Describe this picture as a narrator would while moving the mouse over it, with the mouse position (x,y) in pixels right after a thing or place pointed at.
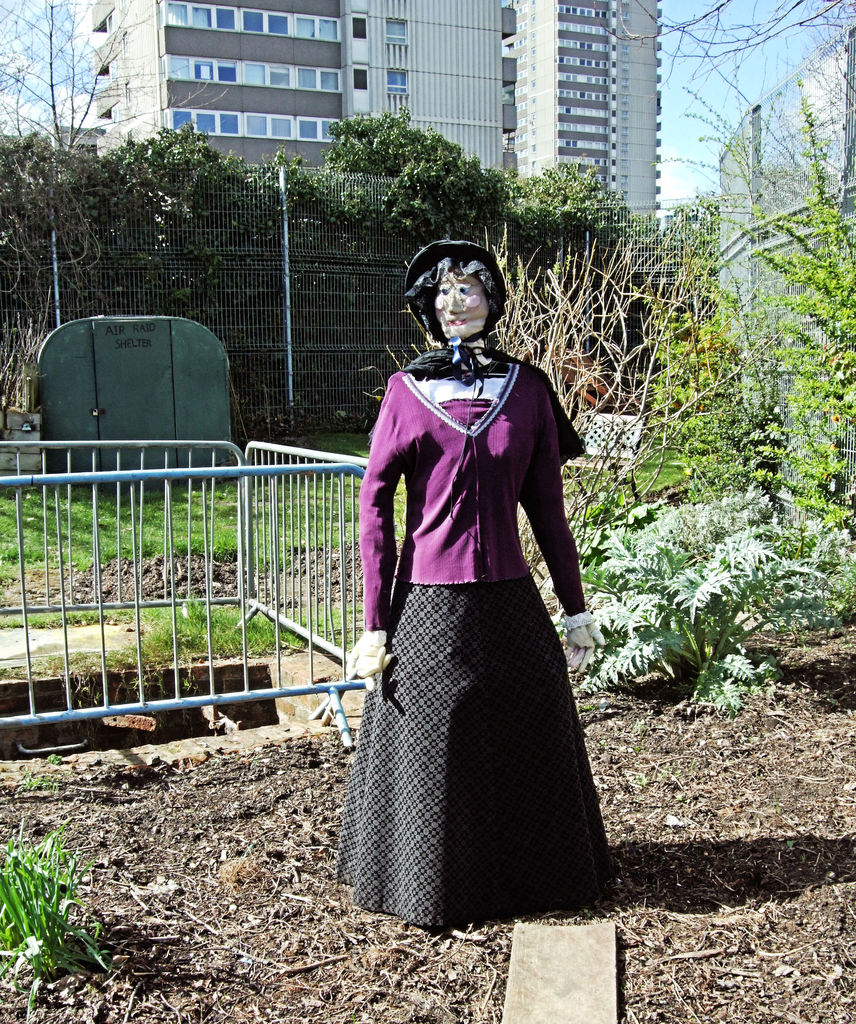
In this picture I can see a scary toy (449,306) is placed on the ground (347,937), behind there are few objects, fencing (325,301), plants (334,207), at the background (361,92) I can see some buildings (176,58), trees (433,172).
